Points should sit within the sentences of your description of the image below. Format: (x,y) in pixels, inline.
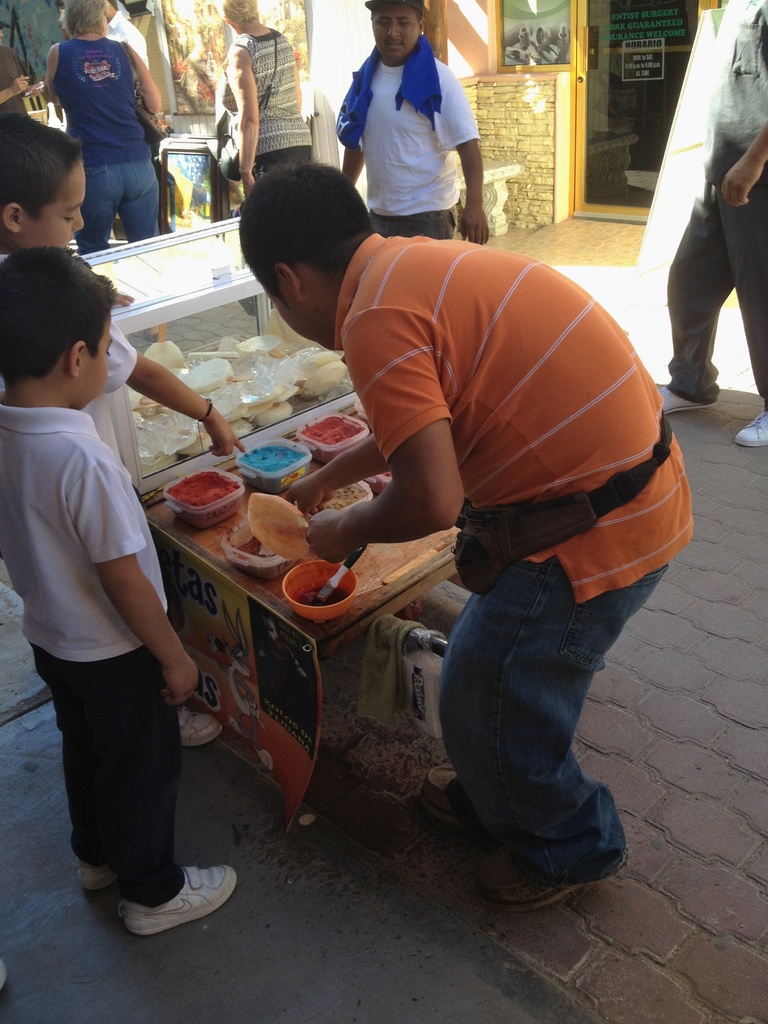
In this picture there is a boy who is standing near to the table (234,573). On the table (207,528) we can see different kind of powder (352,431) and food items (256,395). At the top (277,108) we can see the group of persons (256,86) standing near to the wall (457,67). In the top right corner (617,59) there is a door (612,170). On the right (763,105) there is a man (758,119) who is wearing shirt (752,124), trouser (700,303) and white shoe (682,405).
